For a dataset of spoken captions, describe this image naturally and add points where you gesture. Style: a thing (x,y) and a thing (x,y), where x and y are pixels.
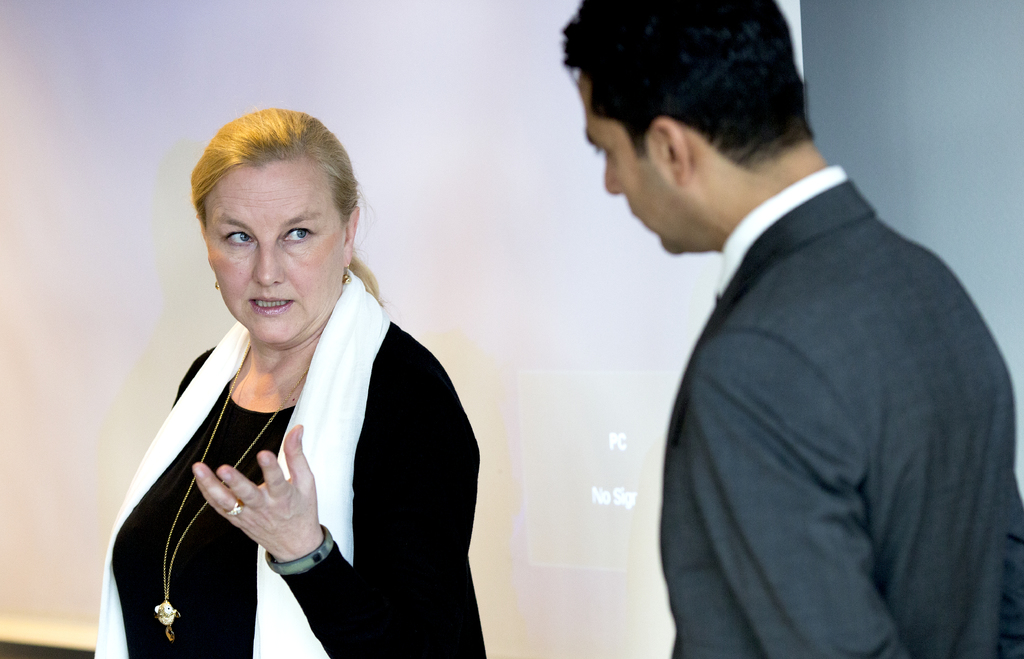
In this image there is a woman (327,419) wearing a scarf (335,420). Right side (852,448) there is a person (805,473) wearing a blazer (790,453). Behind them there is a screen (636,342) attached to the wall (911,163).
